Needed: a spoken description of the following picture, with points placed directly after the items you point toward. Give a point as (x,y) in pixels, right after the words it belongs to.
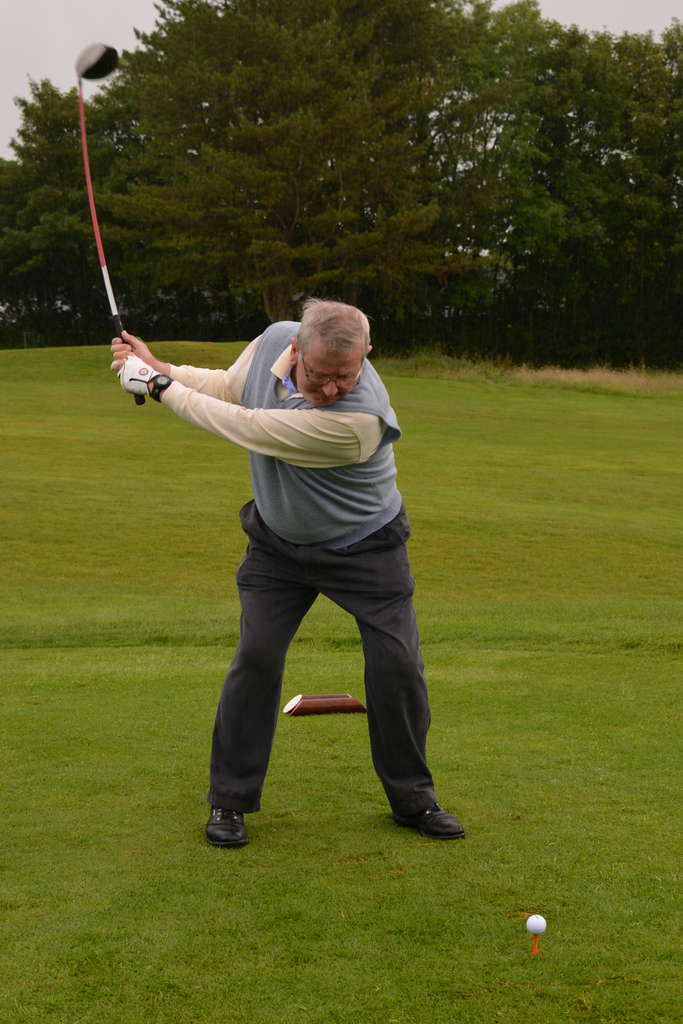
There is a man (276,507) standing and holding a stick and we can see ball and object (328,706) on the grass (547,646). In the background (513,100) we can see trees (169,41) and sky (62,64).
